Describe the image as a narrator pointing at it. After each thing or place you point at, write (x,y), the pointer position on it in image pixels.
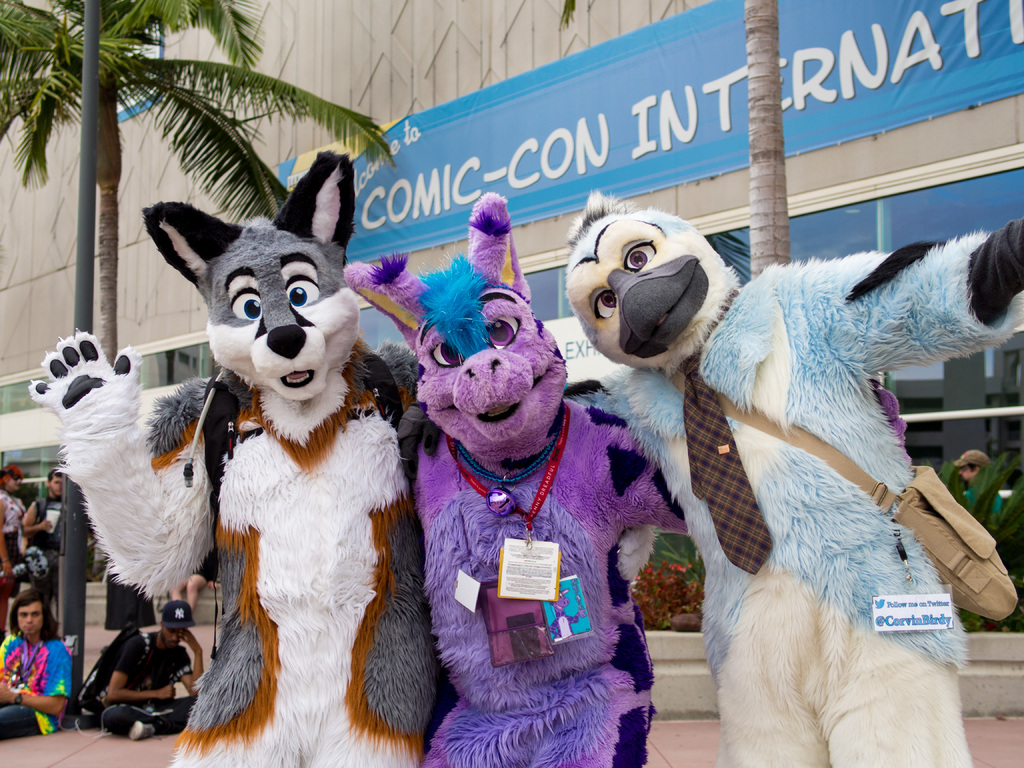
In this image in the front (366,515) there are mascots (361,495) standing. In the background (157,137) there is a building (259,124) and there are trees (104,118) and there is a board (699,138) with some text (667,138) written on it and there are persons (24,619) sitting and standing.
